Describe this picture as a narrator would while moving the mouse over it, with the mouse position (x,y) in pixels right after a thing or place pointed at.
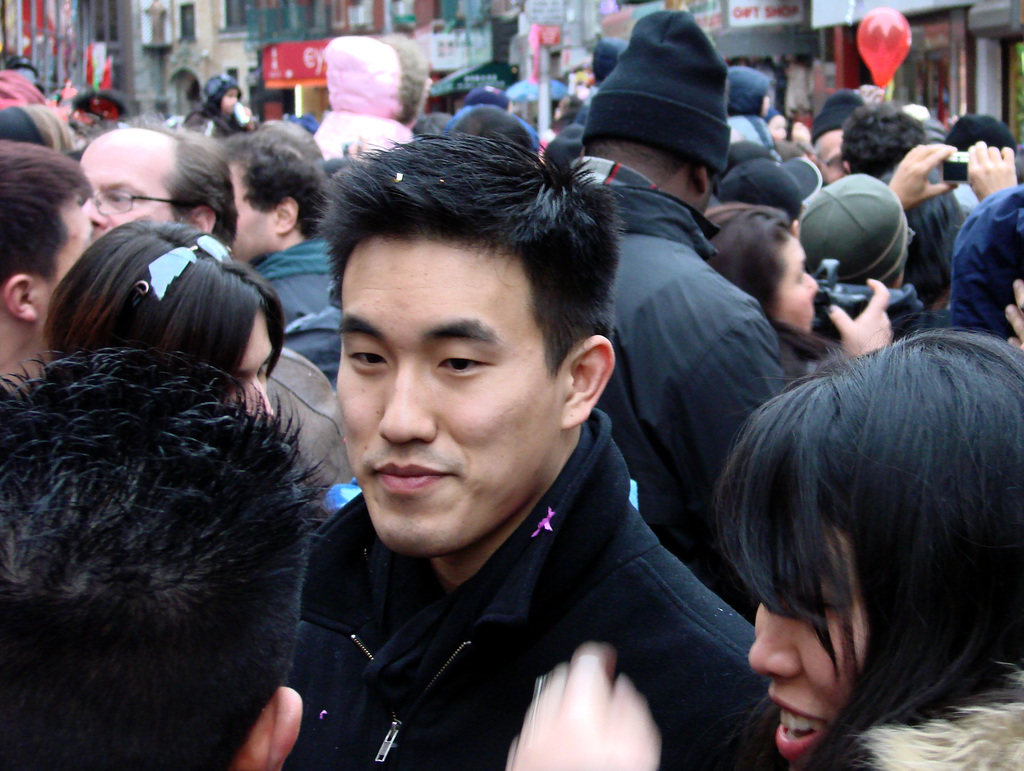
In this image I can see a person (449,443) wearing black color dress (464,633) is standing and number of persons (253,364) are standing on the street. I can see a red colored balloon (882,44), few buildings (817,47) and few boards (852,12) in the background (557,59).
